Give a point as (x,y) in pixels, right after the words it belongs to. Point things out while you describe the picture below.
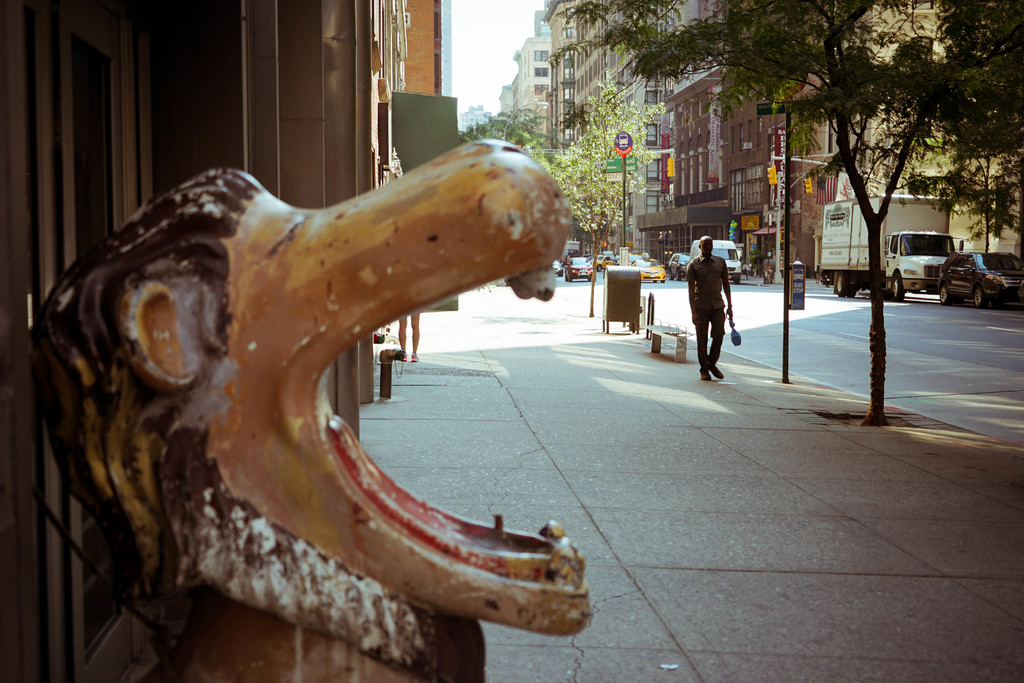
This image is taken outdoors. At the bottom of the image (727,574) there is a sidewalk (535,401). On the left side of the image (315,33) there are a few buildings (308,108) with walls (308,95) and there is a statue (339,573) of a head (301,315). In the middle of the image (600,233) there are a few trees (601,212), poles (785,279) and street lights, a few cars (641,263) are moving on the road (733,306) and a man (705,365) is walking on the sidewalk (716,399). There is an empty bench (682,341). At the top right of the image (699,101) there are few buildings (763,142) with walls (743,129), windows (747,183) and roofs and a truck (844,252) is moving on the road (1016,322). There are few trees (795,71) and there is a road (924,352).
